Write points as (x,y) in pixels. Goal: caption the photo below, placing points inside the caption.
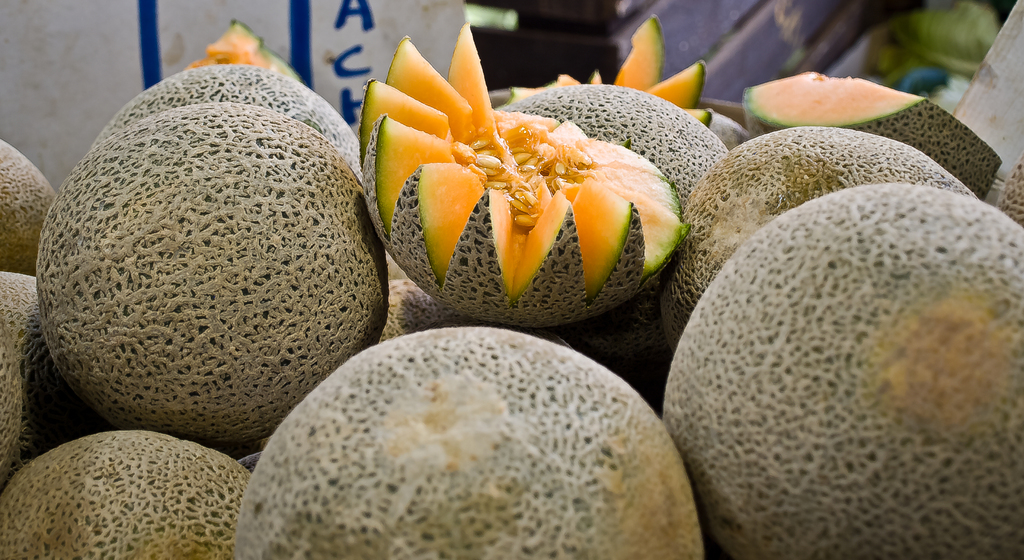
In the foreground of this picture (486,483), there are cantaloupes (500,499) and cut pieces (460,225) of it. In the background (315,10), there is a whiteboard (164,24).
